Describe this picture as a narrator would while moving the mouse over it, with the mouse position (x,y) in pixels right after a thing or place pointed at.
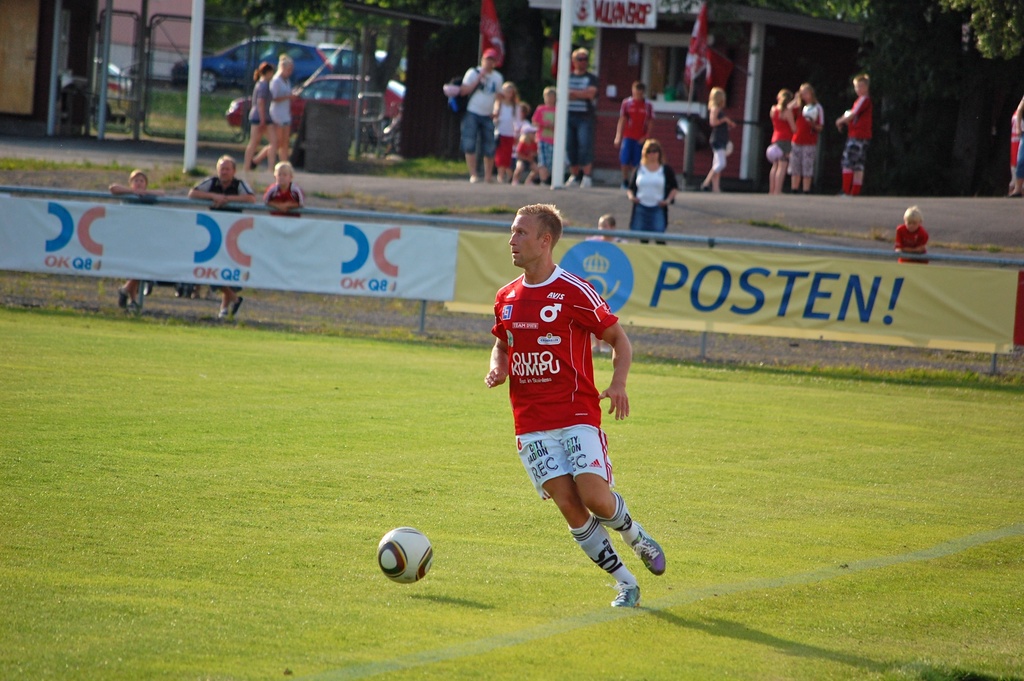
This image is taken outdoors. At the bottom of the image (312,593) there is a ground (308,575) with grass (260,494) on it. In the middle of the image (572,358) a man (527,318) is running on the ground (665,553) and there is a ball (402,547). In the background (436,251) there are two posters (369,259) with text (840,317) on them and there is a railing (388,217). A few people (898,237) are standing on the road (773,208) and a few (286,126) are walking. There are a few trees (950,40). There are two flags (724,79). A few cars (353,85) are parked on the ground (240,96) and there is a stall (677,92).
